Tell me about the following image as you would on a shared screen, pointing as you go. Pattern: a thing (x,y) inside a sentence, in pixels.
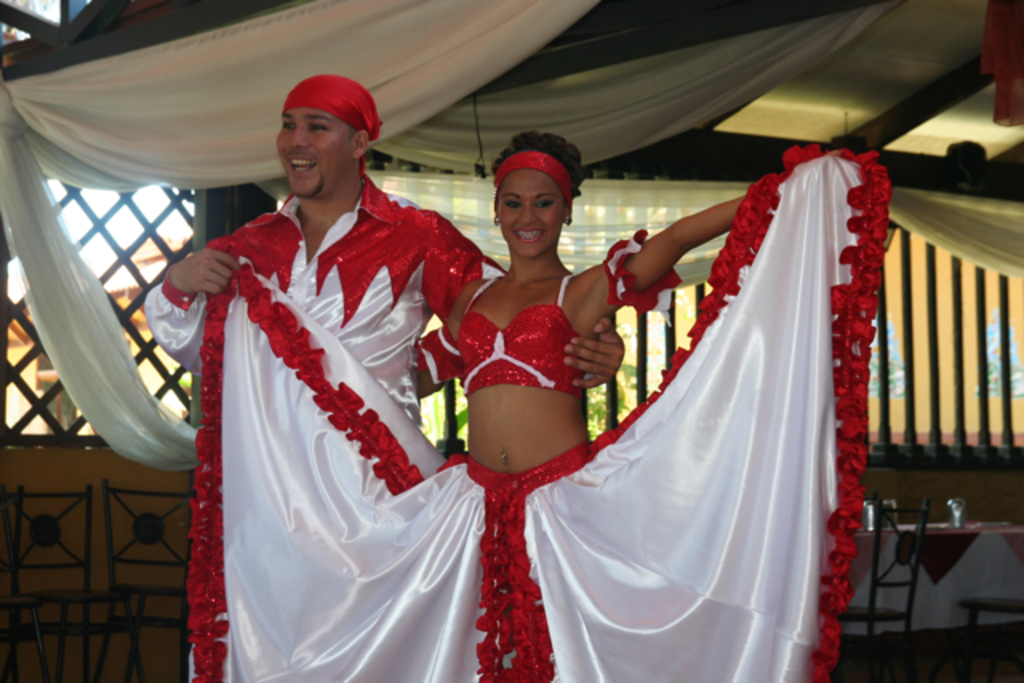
In the picture I can see a man (357,333) and a woman (359,417) are standing together and smiling. These people (410,340) are wearing costumes (370,496). In the background of the image (691,273) I can see white color clothes (499,100), a chair (882,541), a table (969,527) which has some objects (961,513) on it and some other objects (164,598) on the floor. Here I can see some chairs (87,555) on the left side of the image (60,642).
